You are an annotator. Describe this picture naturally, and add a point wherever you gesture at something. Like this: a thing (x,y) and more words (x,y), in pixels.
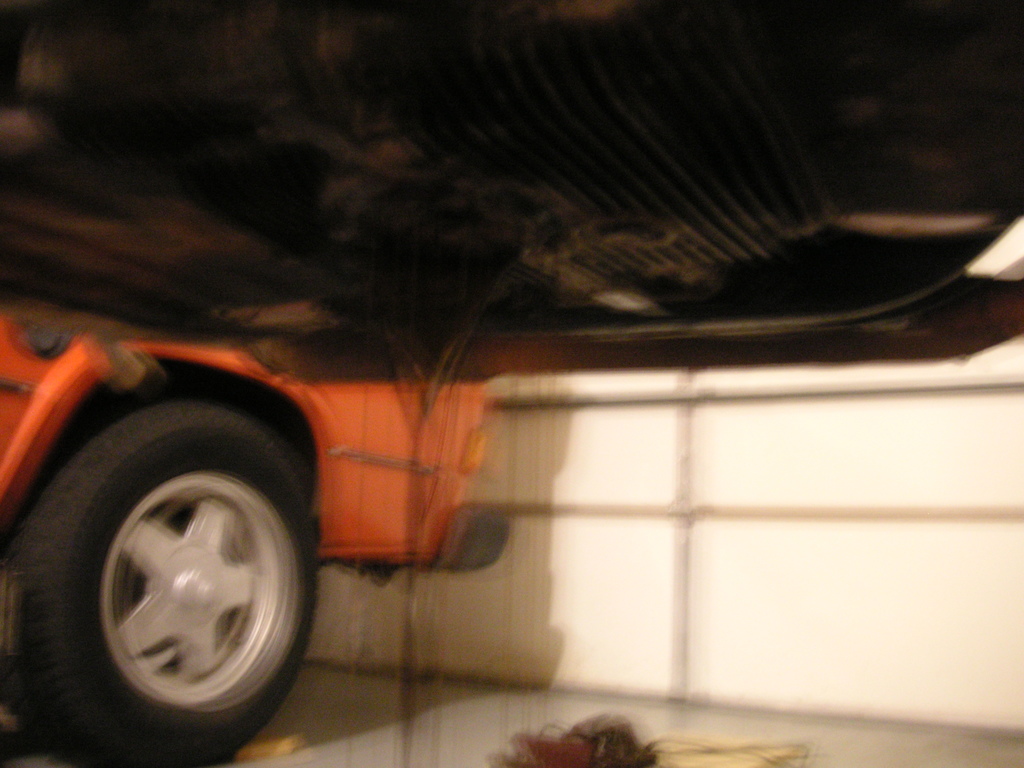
On the left side of the image (286,536) we can see a car (227,523). At the top (775,93) there is an object (481,234). In the background (622,499) we can see a wall (892,522).
